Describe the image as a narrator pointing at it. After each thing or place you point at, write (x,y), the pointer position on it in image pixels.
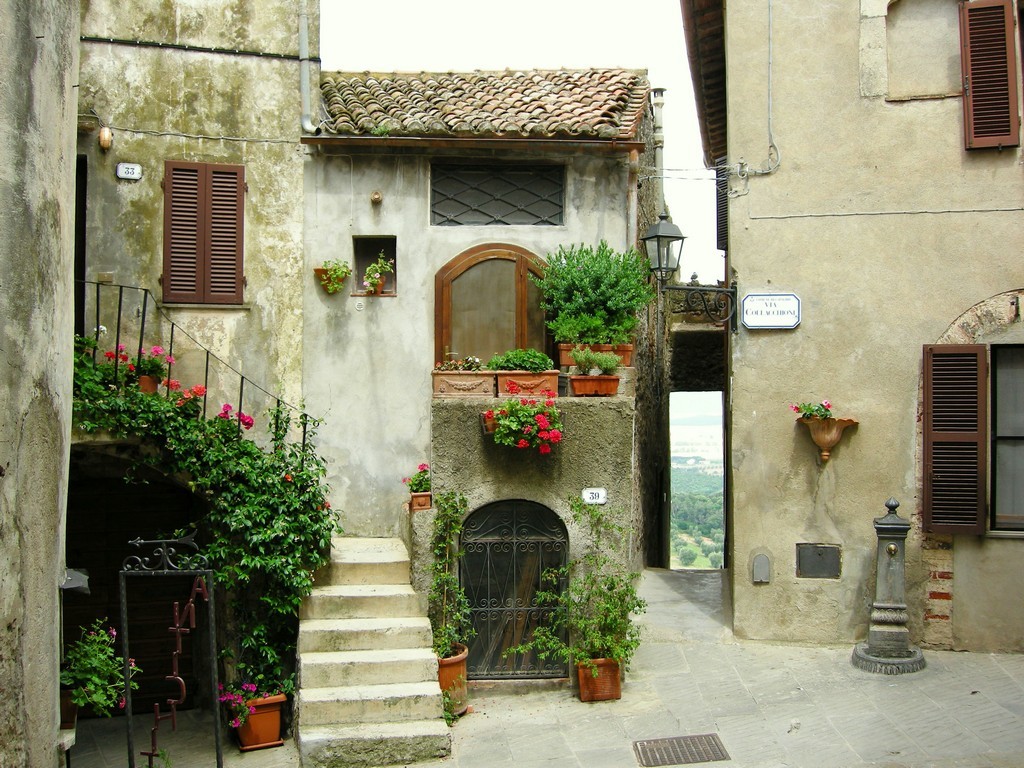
In this image, in the middle (513,354) there are buildings (774,337), plants (549,397), flowers (545,415), pots (541,381), windows (962,382), roof (590,128), floor (679,661), trees (688,481), sky (522,52).
